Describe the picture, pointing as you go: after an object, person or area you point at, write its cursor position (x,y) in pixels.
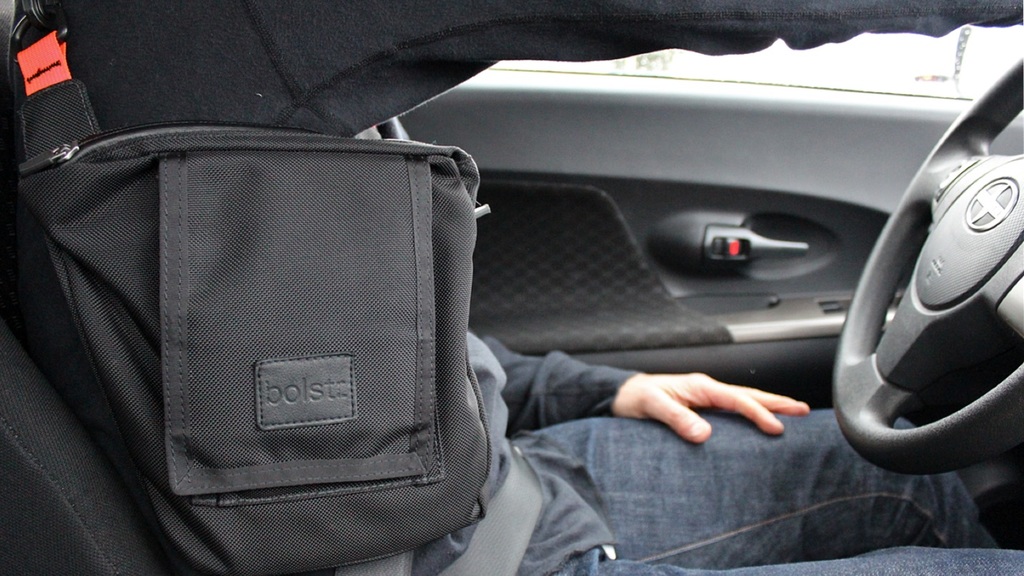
The image is taken in the car (129,506). On the left (170,102) the man (162,109) who is wearing a seatbelt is sitting in the car (57,514).
